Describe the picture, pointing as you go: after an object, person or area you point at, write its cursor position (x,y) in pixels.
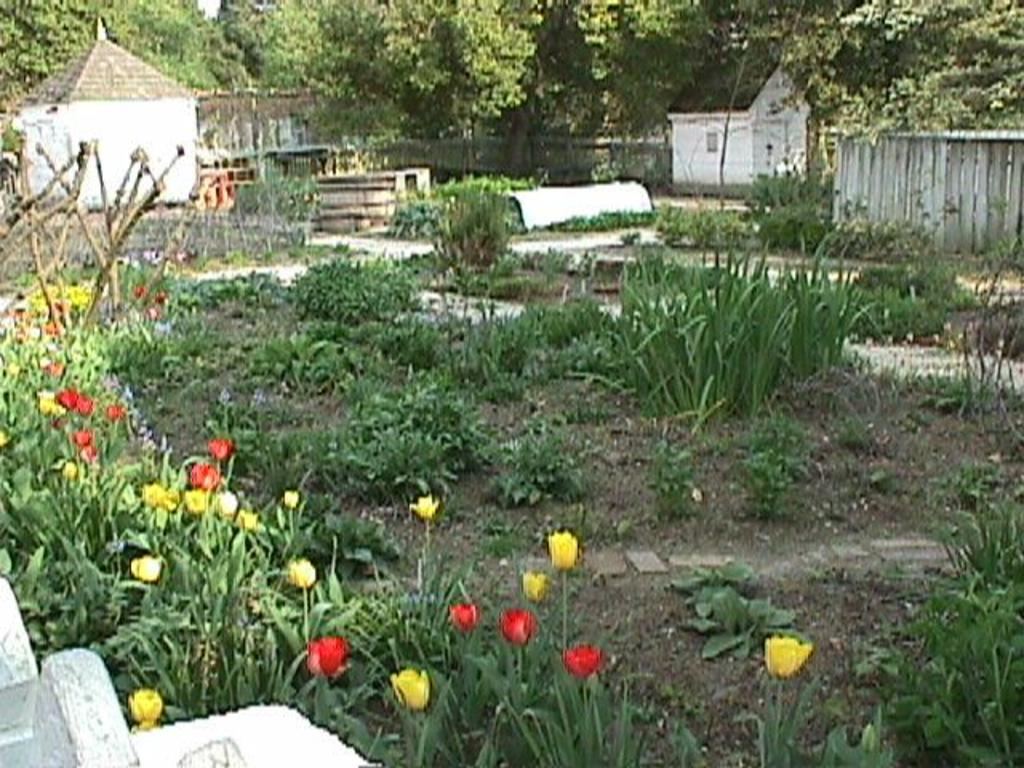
In this image we can see few houses (189,122). There are many trees (573,53) and plants (730,307) in the image. There are many flowers (228,445) to the plants (362,654) in the image. There is a fence (942,202) in the image.
